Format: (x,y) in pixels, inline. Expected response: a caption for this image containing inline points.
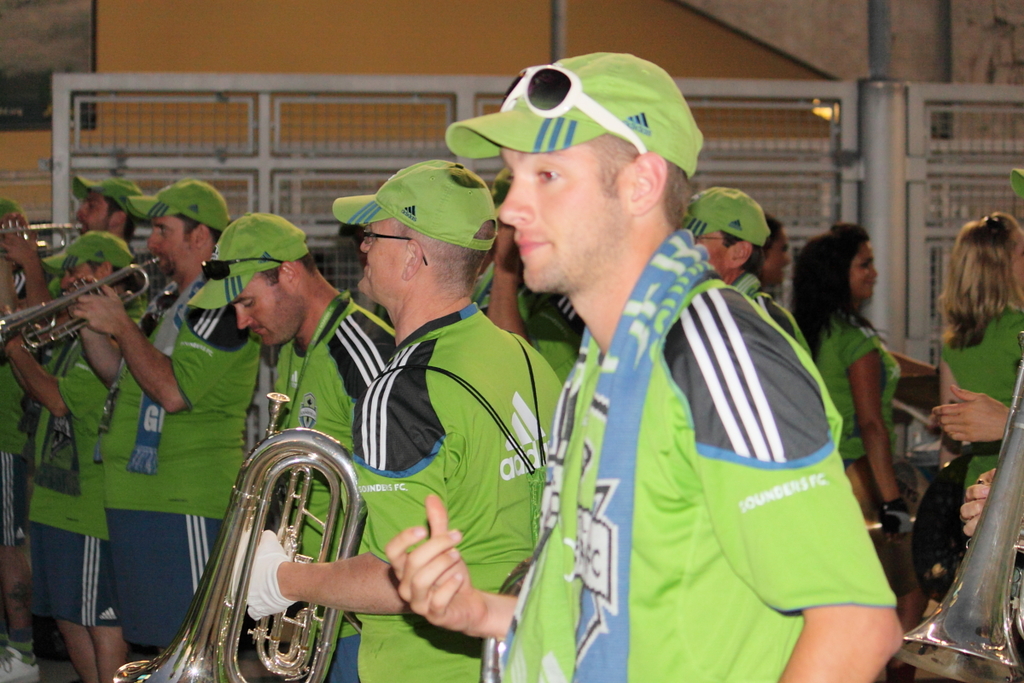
In the image there are men (348,211) with caps (454,188) and goggles (572,81). They are holding musical instruments (255,542) and few of them are playing. Behind them there are ladies (964,374). In the background (238,103) there is a fencing (851,123) with mesh (750,110) and poles (886,293). Behind the fencing (61,114) there is a wall (192,27) with a frame (68,61).
